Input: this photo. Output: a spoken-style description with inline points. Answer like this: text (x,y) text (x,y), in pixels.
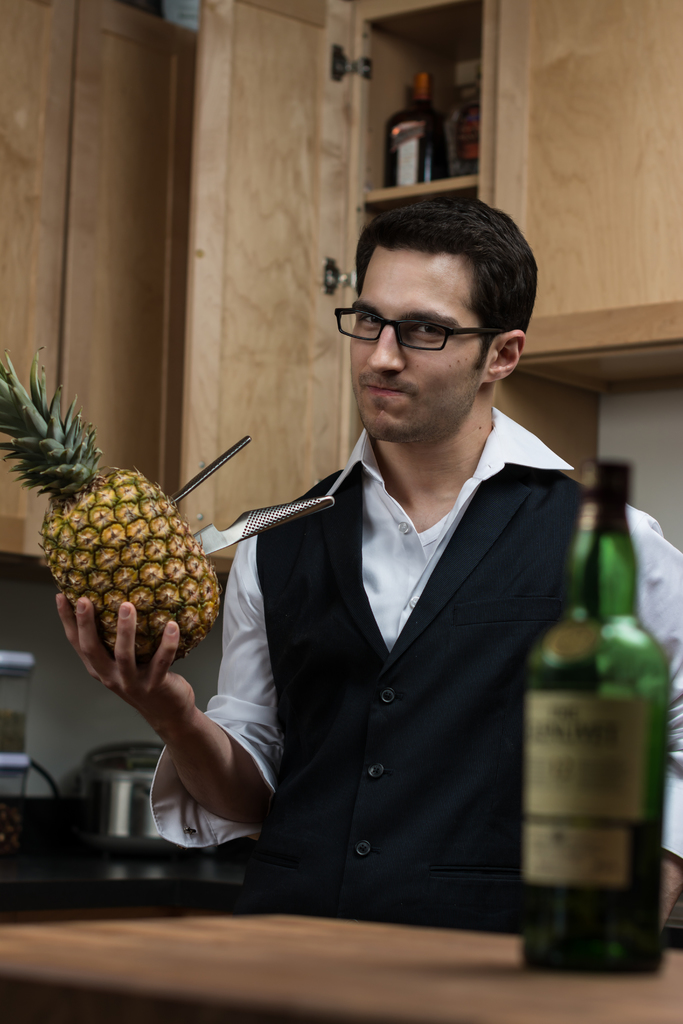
In the center of the picture (229,598) there is a man (348,518) holding a pineapple (130,584), to the pineapple (172,552) there are knives (321,510). The foreground (49,967) is blurred, in the foreground (41,964) there is a table (314,946) and a wine bottle (609,724). On the left (103,804) there are some kitchen utensils (20,826). In the background (352,112) there are closets (381,96). In the closet (296,107) there are bottles (417,105).
